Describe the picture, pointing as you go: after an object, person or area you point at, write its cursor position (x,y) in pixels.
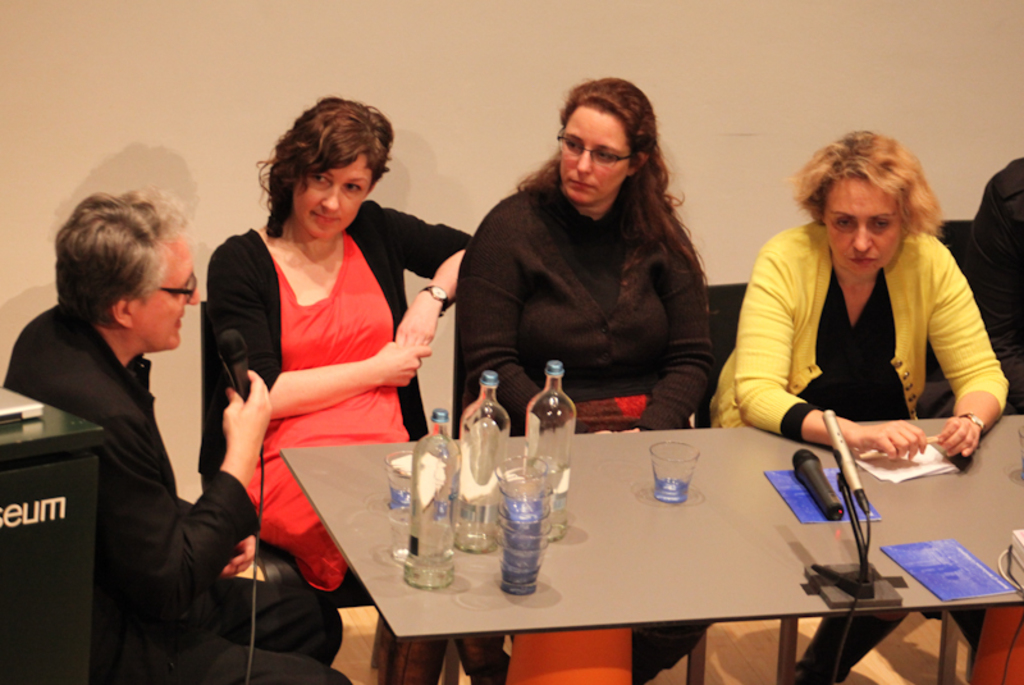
In the image we can see there are people (674,393) who are sitting on chair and a man (140,494) is holding mic (235,357) in his hand (234,423) and on the table (614,529) there are water bottle (533,434) and glasses (538,545).
